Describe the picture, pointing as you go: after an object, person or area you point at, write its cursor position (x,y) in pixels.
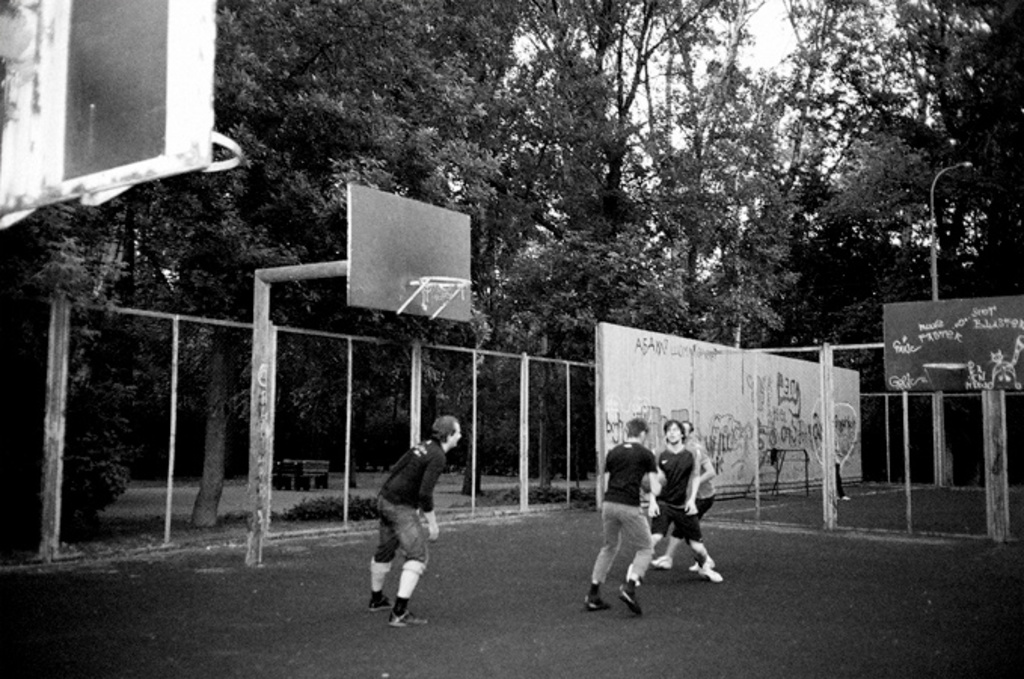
This picture is in black and white. Here, we see four boys (701,559) are playing basketball. Behind them, we see a white color board (683,380) with some text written on it. In the background (595,46), there are trees (841,246) and a street light (932,295). This picture is clicked in the basketball court (737,559).
